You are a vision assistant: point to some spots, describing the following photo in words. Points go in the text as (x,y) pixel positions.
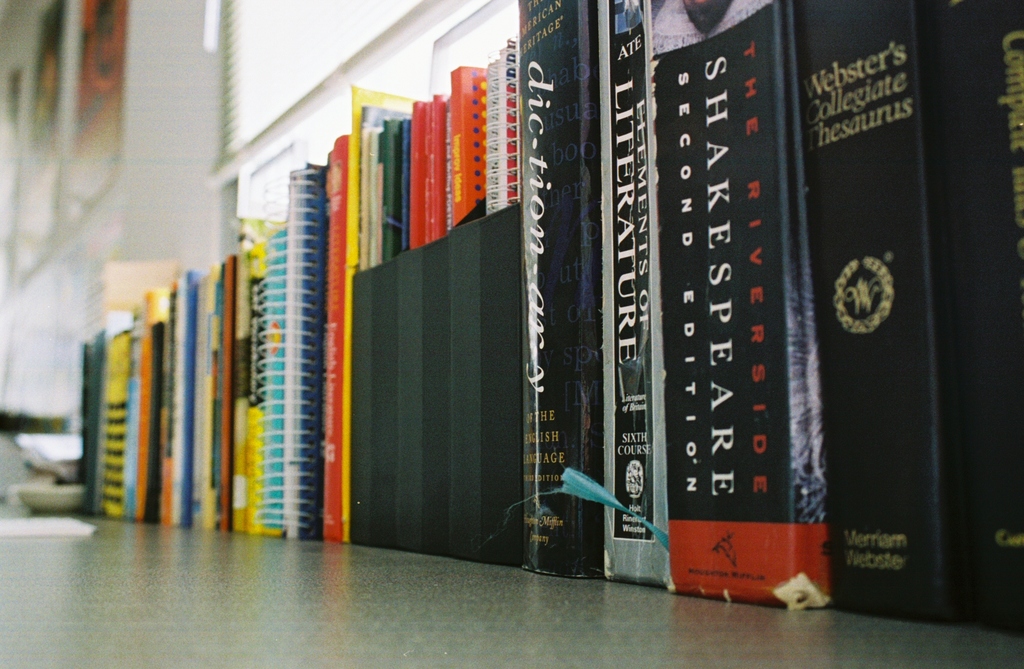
In this image I can see number of books (576,179) and on the right side of this image (714,288) I can see something is written on these books (525,229). I can also see this image is little bit blurry in the background (53,266).
